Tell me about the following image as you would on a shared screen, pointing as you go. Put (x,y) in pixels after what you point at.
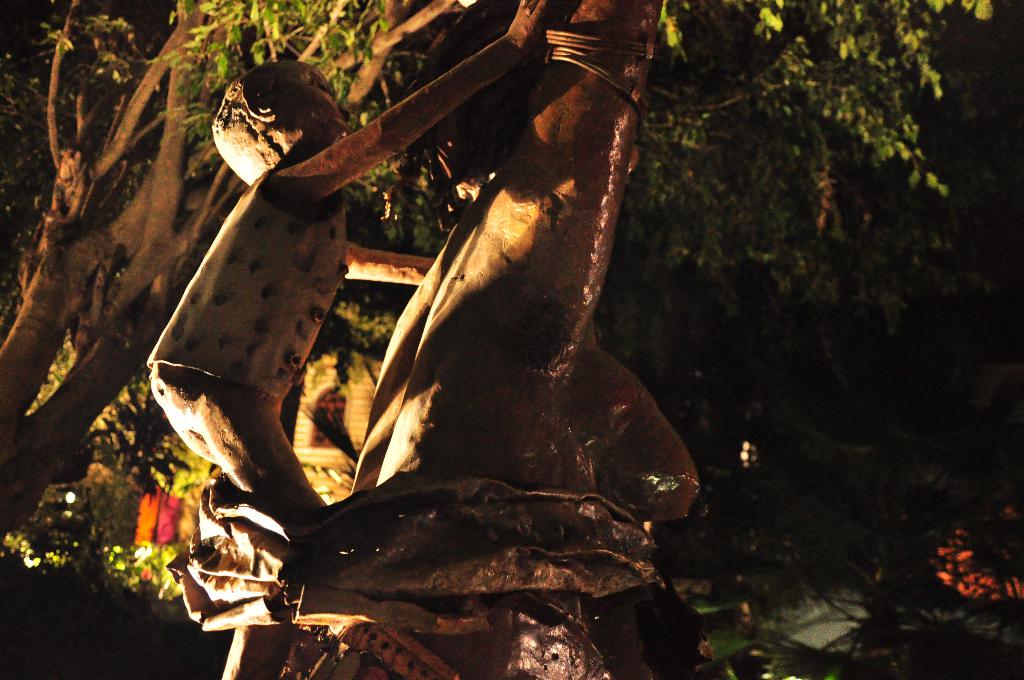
In this picture we can observe statues (487,305). There is a statue (282,226) of a boy (237,291) which is in brown color. In the background (101,268) there are trees (690,60). On the right side (920,552) it is dark.
